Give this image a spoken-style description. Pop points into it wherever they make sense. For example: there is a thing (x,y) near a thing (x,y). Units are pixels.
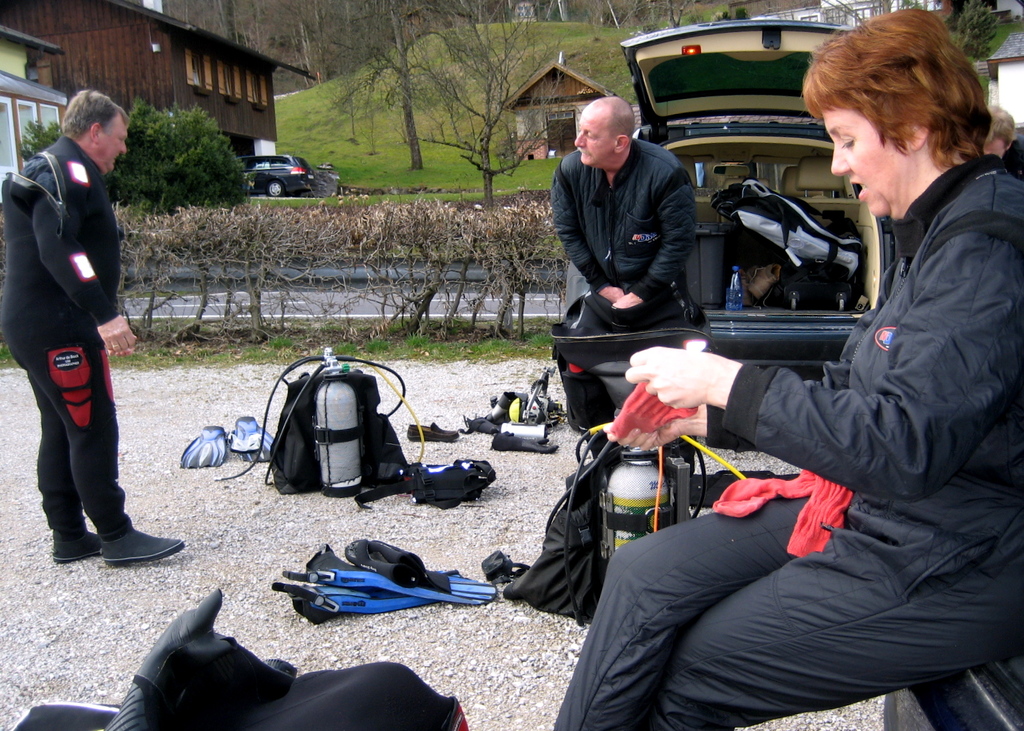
In this picture we can see people (100,536) on the ground (486,605), here we can see vehicles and some objects (450,599) and in the background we can see buildings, trees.
